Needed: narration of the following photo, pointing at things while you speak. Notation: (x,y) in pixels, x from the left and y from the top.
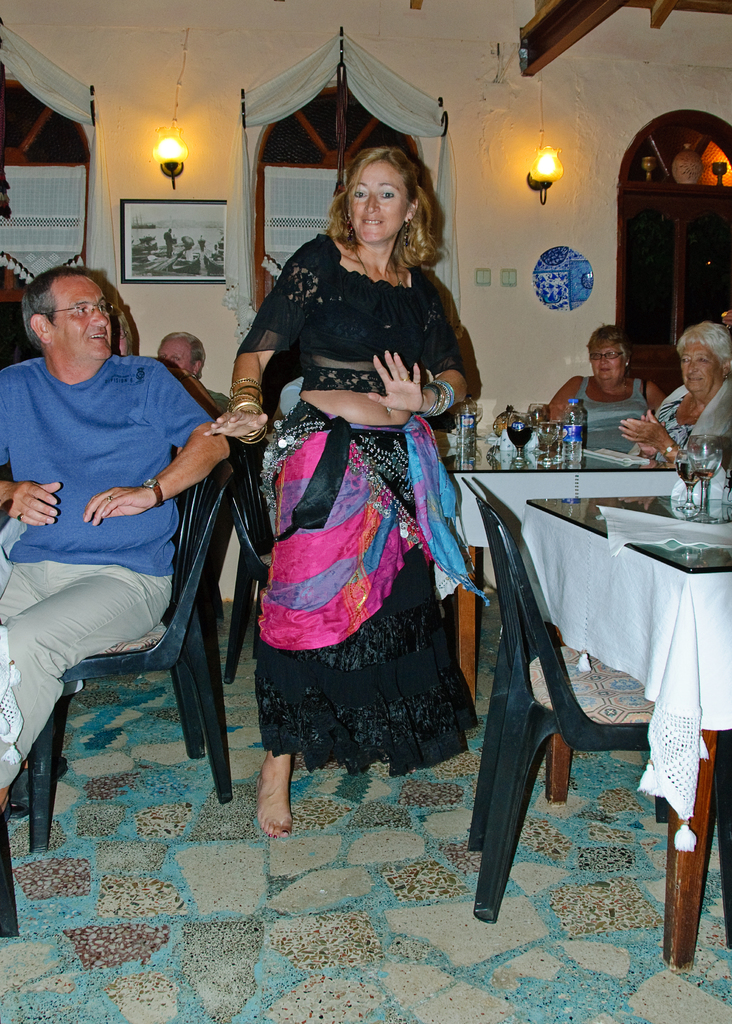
As we can see in the image there are five persons (71,343). Two (92,333) on the left (86,448), two (616,440) on the right (612,406) and one person (376,289) in the middle (369,396). She is wearing black color dress (355,355). In background (199,229) there is a frame (175,204), two lights (166,142) and white color wall (223,160).
